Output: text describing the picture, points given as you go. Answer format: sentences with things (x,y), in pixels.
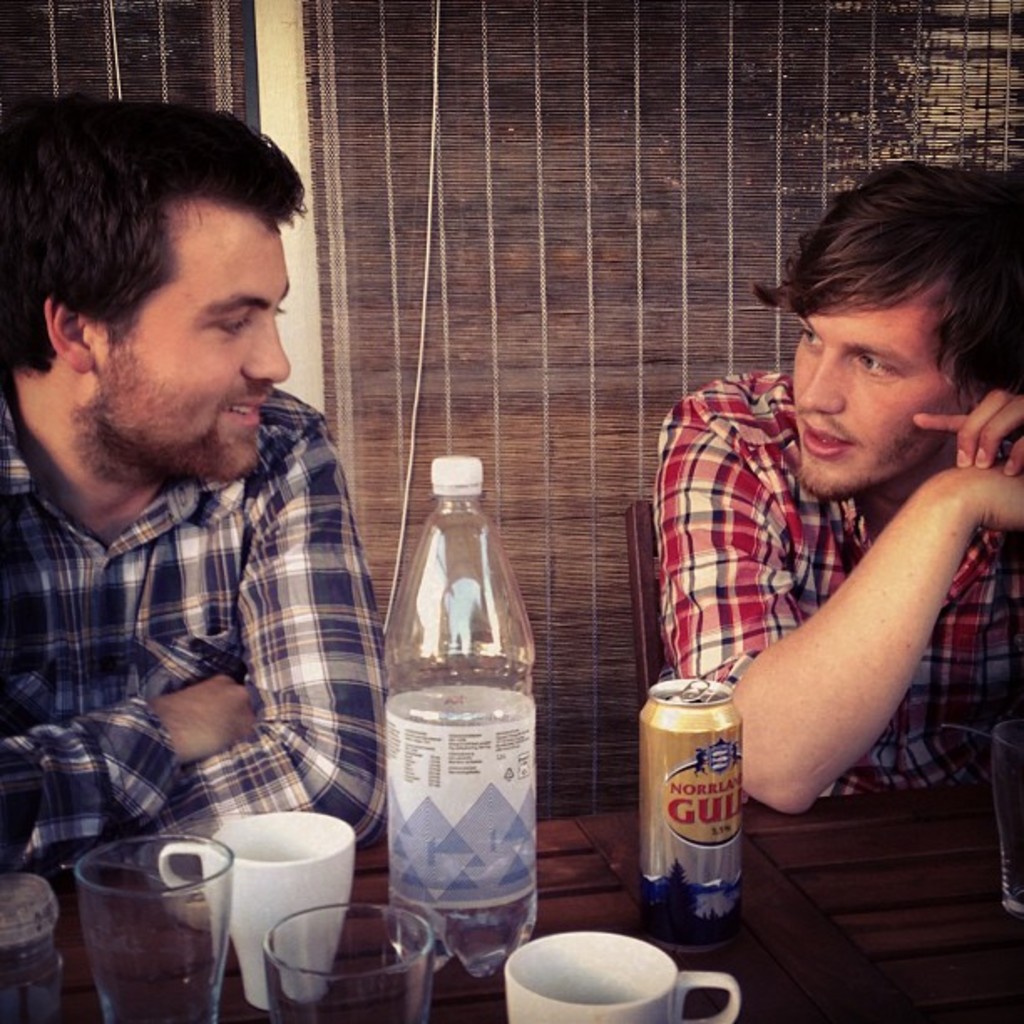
In the picture there are two person (851,577) sitting on a chair (638,704) with table (985,832) in front of them on the table (464,988) there are cups (577,980) bottle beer tin (669,837) and glasses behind the person (690,461) there is a mat (443,268).
